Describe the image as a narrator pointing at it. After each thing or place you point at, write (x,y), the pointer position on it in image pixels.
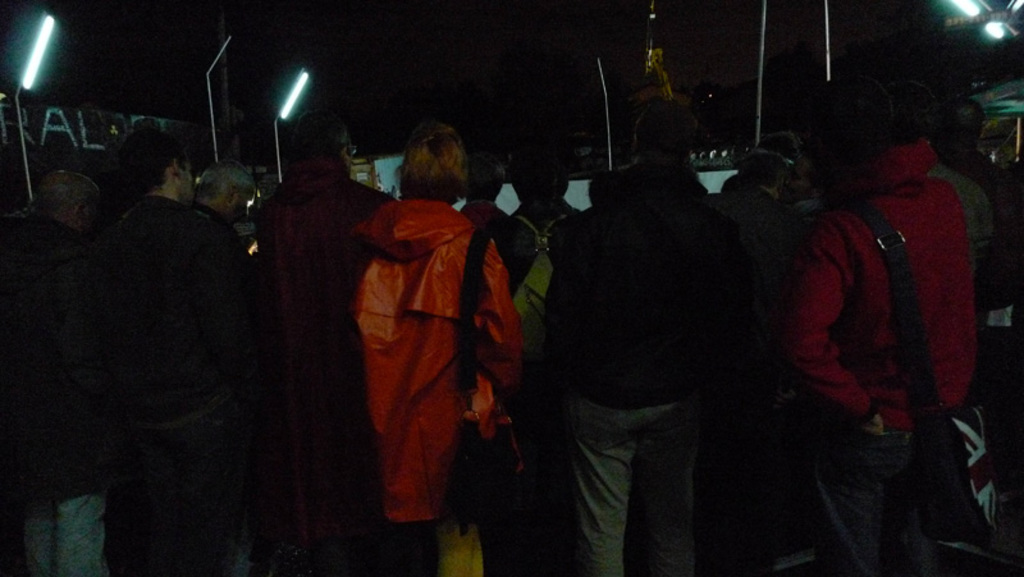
In this image we can see people (309,349) standing and there are poles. We can see lights (958,4) and sheds (401,168).
